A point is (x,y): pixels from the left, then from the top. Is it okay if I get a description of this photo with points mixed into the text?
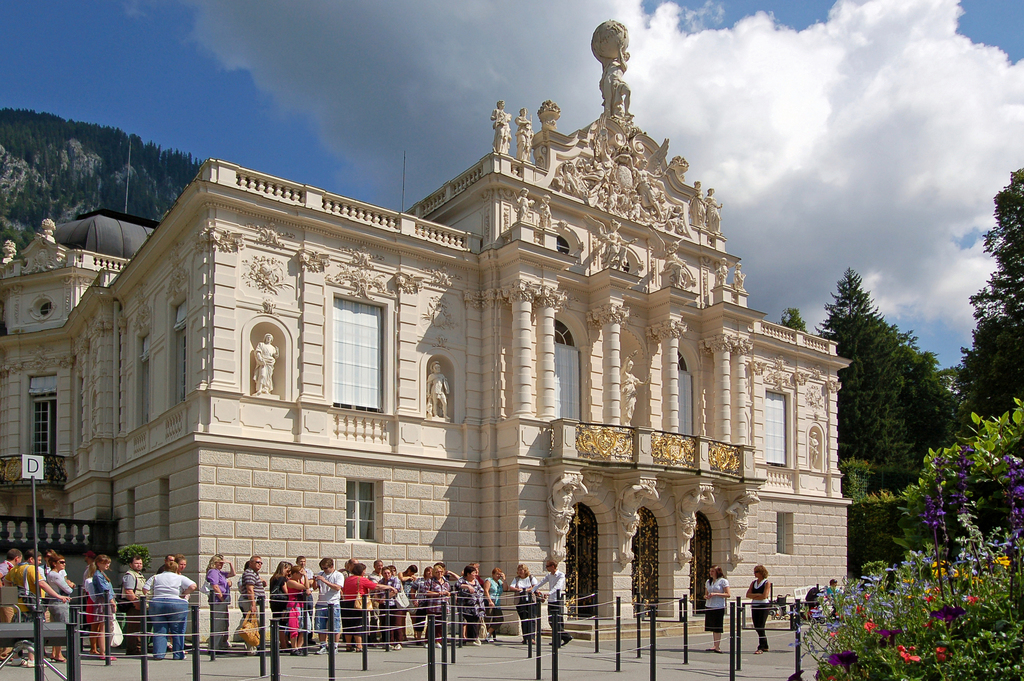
In the picture I can see a building (312,399) which has sculptures (624,505), windows (560,409) and some other objects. I can also see poles (538,648), trees (964,416) and some other objects (236,630). In the background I can see the sky (743,237).
